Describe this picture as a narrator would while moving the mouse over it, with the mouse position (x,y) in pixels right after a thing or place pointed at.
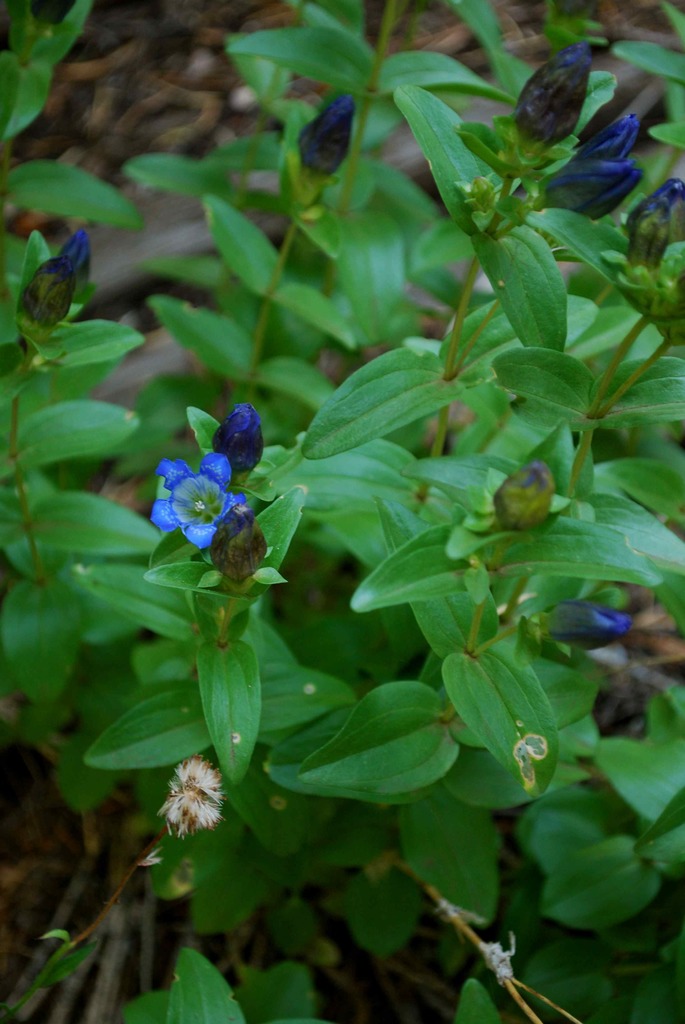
In this image, we can see a flower plant (293,643).
